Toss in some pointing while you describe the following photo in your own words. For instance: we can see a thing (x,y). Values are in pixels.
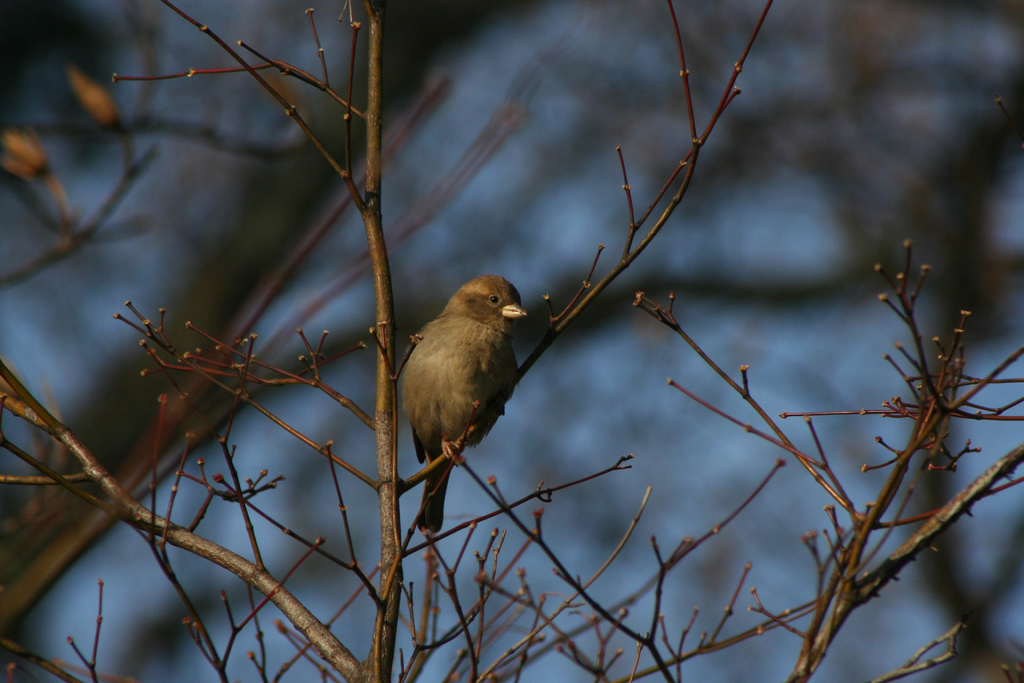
In this picture we can see a bird (451,440) and branches (380,519). In the background of the image (743,257) it is blurry.
